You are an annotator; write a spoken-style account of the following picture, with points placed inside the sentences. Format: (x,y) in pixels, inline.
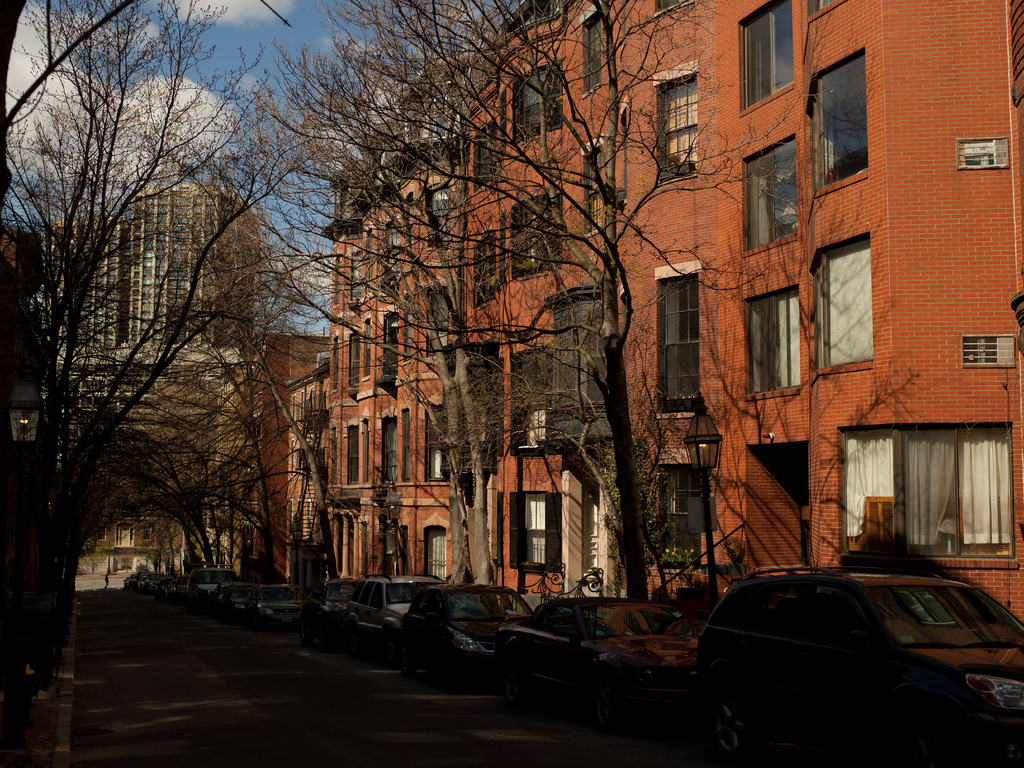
This picture is clicked outside the city. At the bottom (330,692), we see the road (224,732). In the middle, we see the cars (474,637) parked on the road (283,641). On the right side (705,507), we see the street lights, trees (583,457) and the buildings (400,331) in brown color. On the left side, we see a light pole (25,541) and the trees (59,503). There are trees (54,422) and the buildings (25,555) in the background (184,272). At the top (227,42), we see the sky (243,24) and the clouds (248,12).
